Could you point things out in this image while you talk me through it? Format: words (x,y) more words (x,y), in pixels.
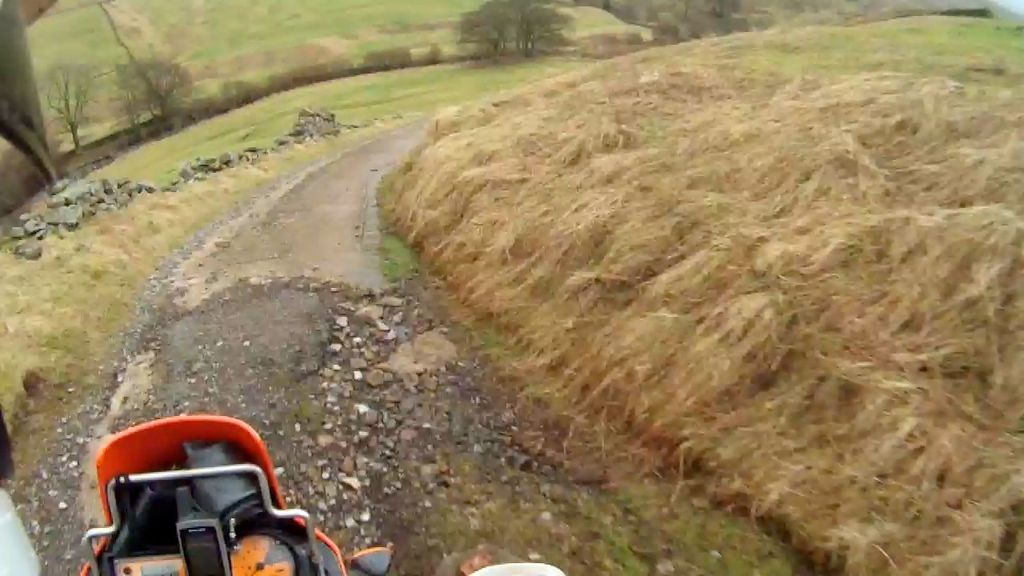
In this image, we can see a road (321,290), grass (427,245), trees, plants (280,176) and stone (227,164). Left side of the image (240,510), we can see a vehicle odometer (246,537) and some objects (217,510).
